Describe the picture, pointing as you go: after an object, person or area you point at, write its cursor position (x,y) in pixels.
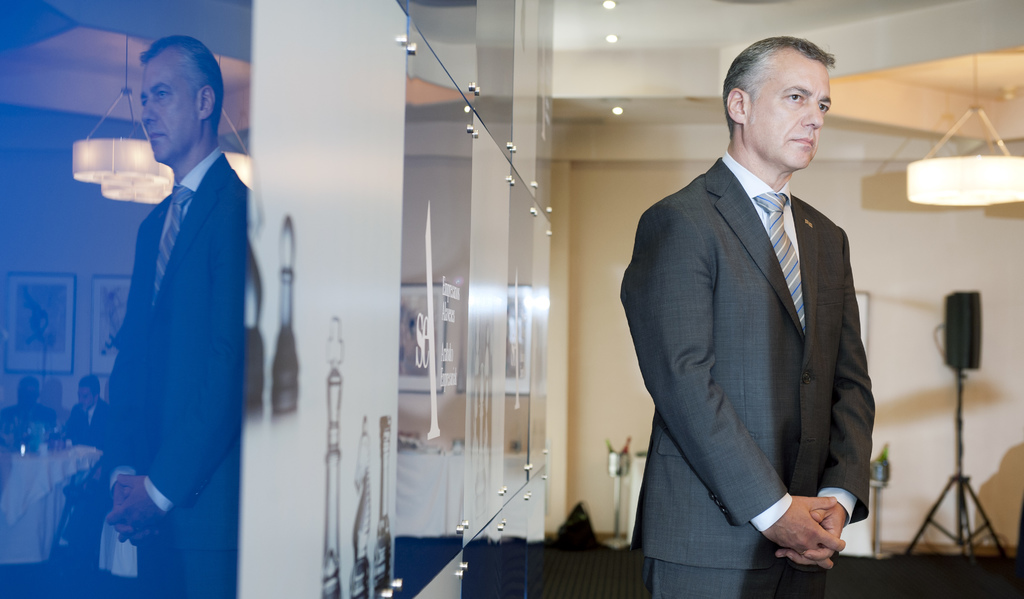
In the foreground (762,456), I can see a person (805,554) is standing on the floor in front of a glass (477,303). In the background (976,528), I can see lights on a rooftop (703,100), a wall (662,182), speaker stand (964,483) and some objects (586,526). On the left (196,568), I can see a mirror image (225,393) of three persons (139,436) and wall paintings (111,287). This image is taken, maybe in a hall (570,488).
